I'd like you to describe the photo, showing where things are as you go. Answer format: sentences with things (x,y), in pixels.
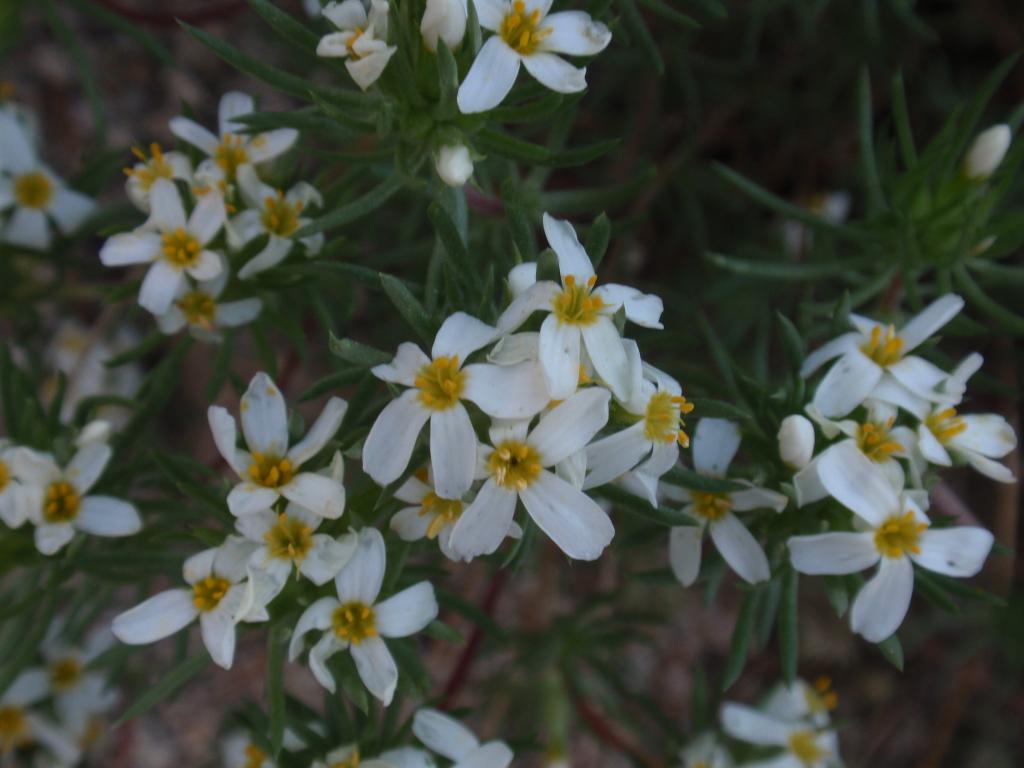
In this picture we can see flowers (435,399) and plants (321,94).
